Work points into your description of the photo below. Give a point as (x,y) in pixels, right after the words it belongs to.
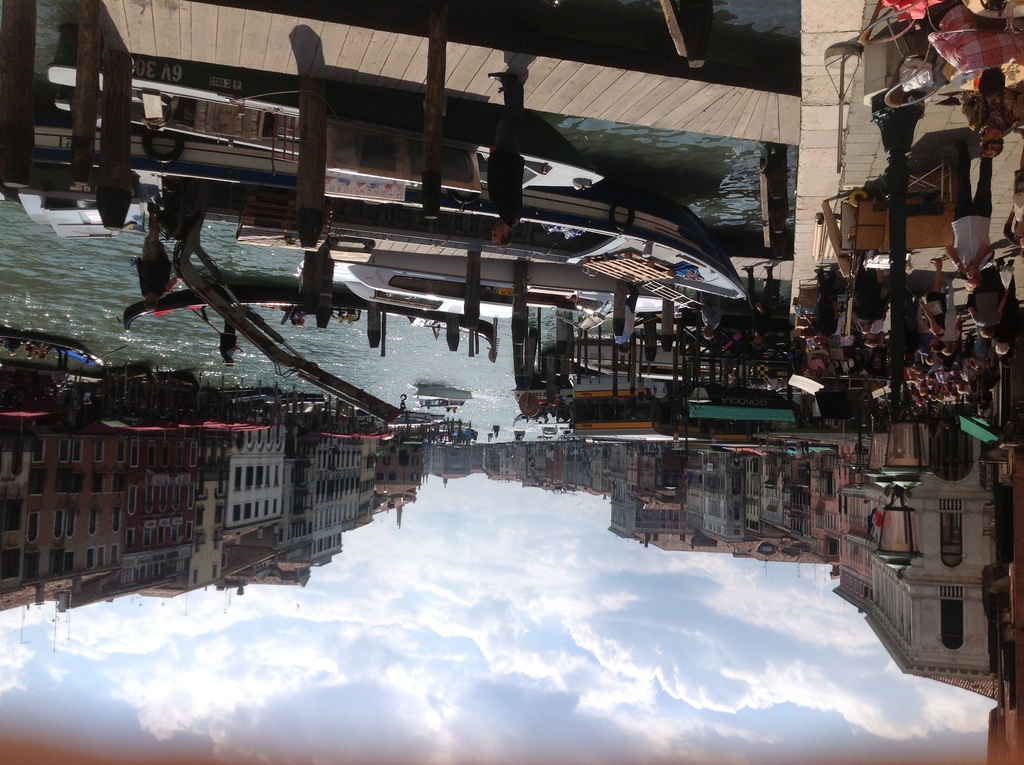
At the bottom of the image (523,667) there is sky (527,646) with clouds (265,605). And there are many buildings (121,467). On the right side of the image (911,366) there are many people (755,314) walking on the footpath (937,114) and also there are poles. And there are few boats (444,151) on the water (492,378). At the top of the image (429,132) there is a wooden deck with poles (516,296).
